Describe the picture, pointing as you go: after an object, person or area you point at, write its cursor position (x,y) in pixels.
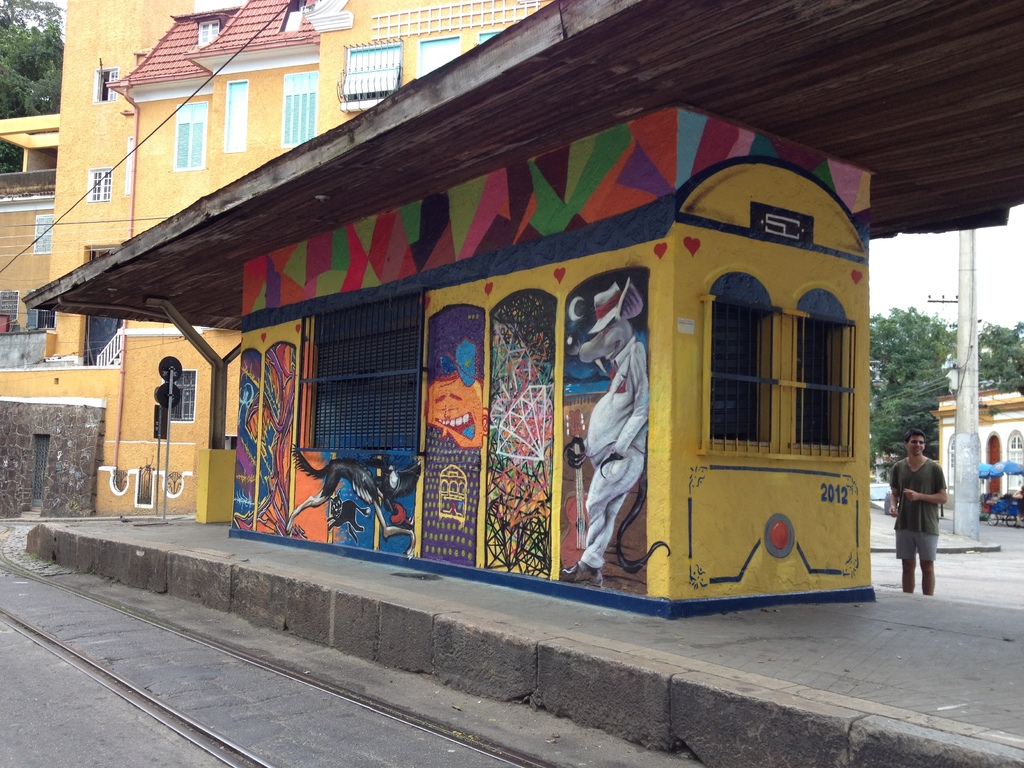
In the foreground of this picture (620,502), there is a room (536,489) and also a platform (693,678) where we can see a track (202,705) on the left bottom corner (153,705). In the background (911,580), there is a man (898,518) standing, trees (923,404), pole (961,317), sky (921,290) and the buildings (142,156).
